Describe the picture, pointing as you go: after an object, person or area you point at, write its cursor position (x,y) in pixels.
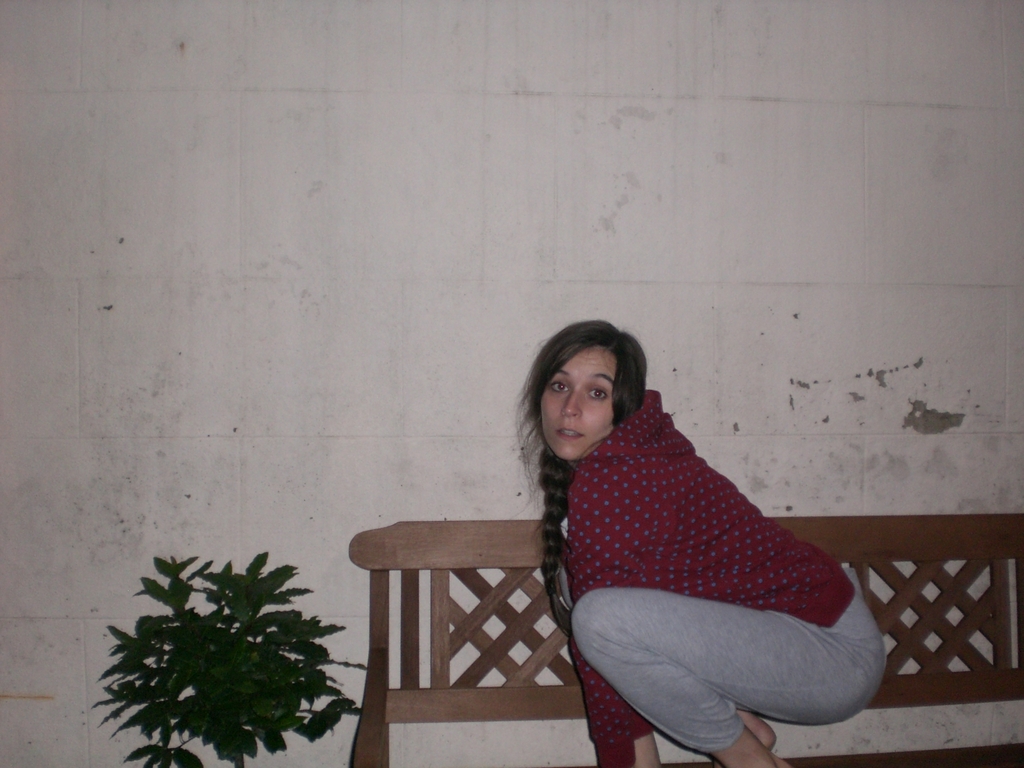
On the right side (691,583) there is a woman (597,526) sitting on a bench (385,646) facing towards the left side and looking at the picture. Beside the bench (376,658) there is a plant (250,657). In the background (390,231) there is a wall (397,186).
